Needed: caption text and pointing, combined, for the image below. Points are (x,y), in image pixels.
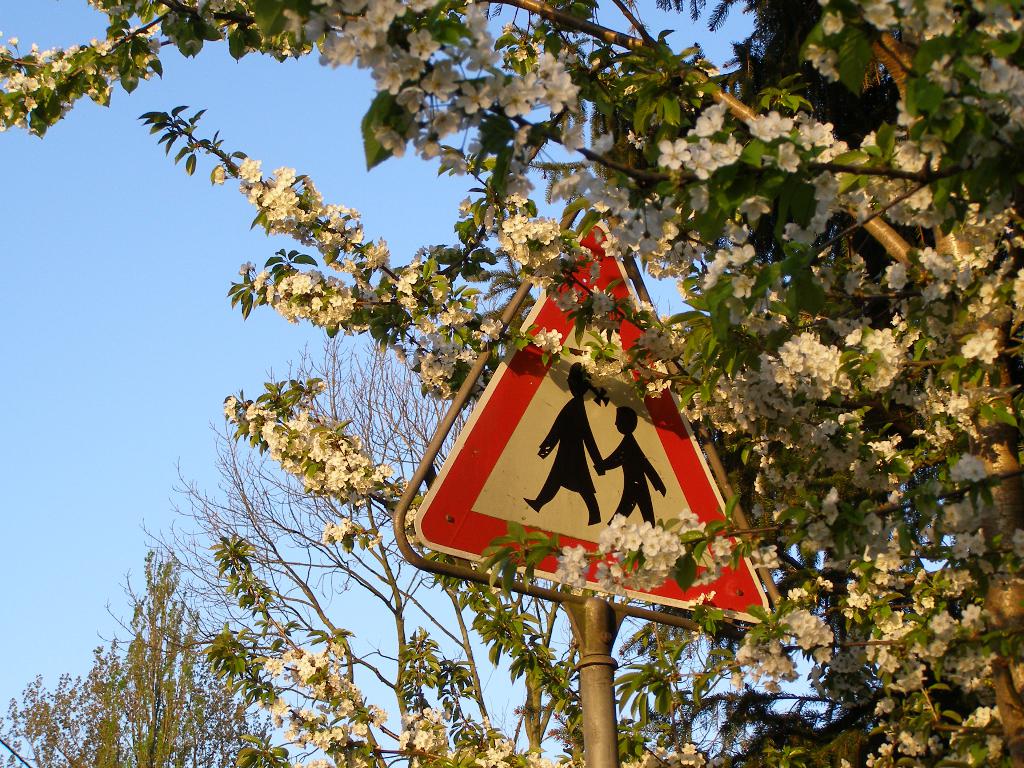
In the picture we can see a pole (602,757) with a board (748,612) and beside it, we can see a part of the tree (666,555) with many flowers (700,758) in it and beside it we can see the sky (204,362).
